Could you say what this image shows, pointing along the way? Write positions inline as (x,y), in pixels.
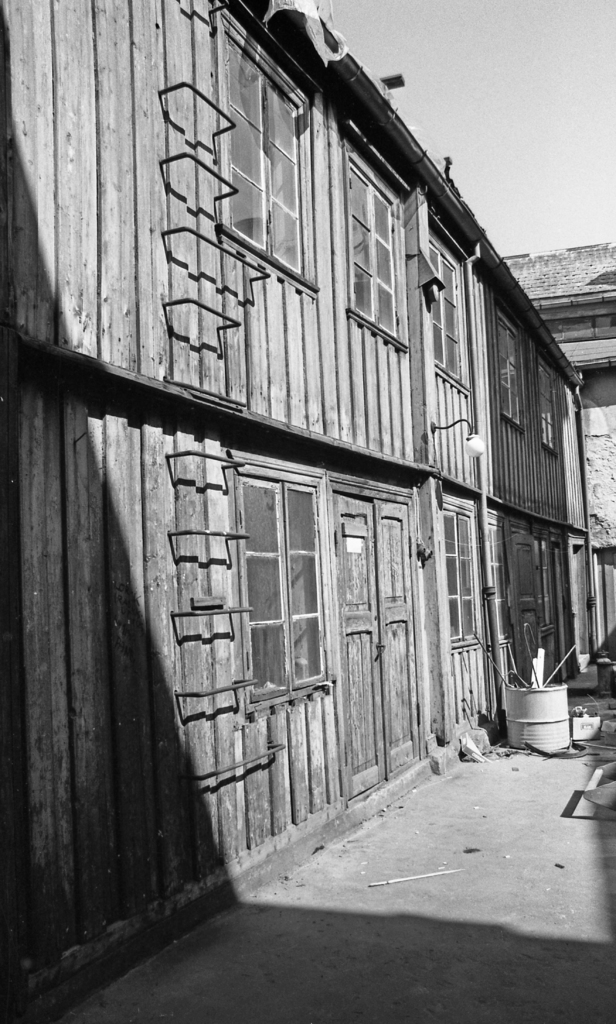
In this image, at the left side (51,702) there is a house (115,352), there are some glass windows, there is a wooden door (347,685), there is a white color barrel (529,733) kept on the ground (587,758), at the top (487,132) there is a sky (521,53).
